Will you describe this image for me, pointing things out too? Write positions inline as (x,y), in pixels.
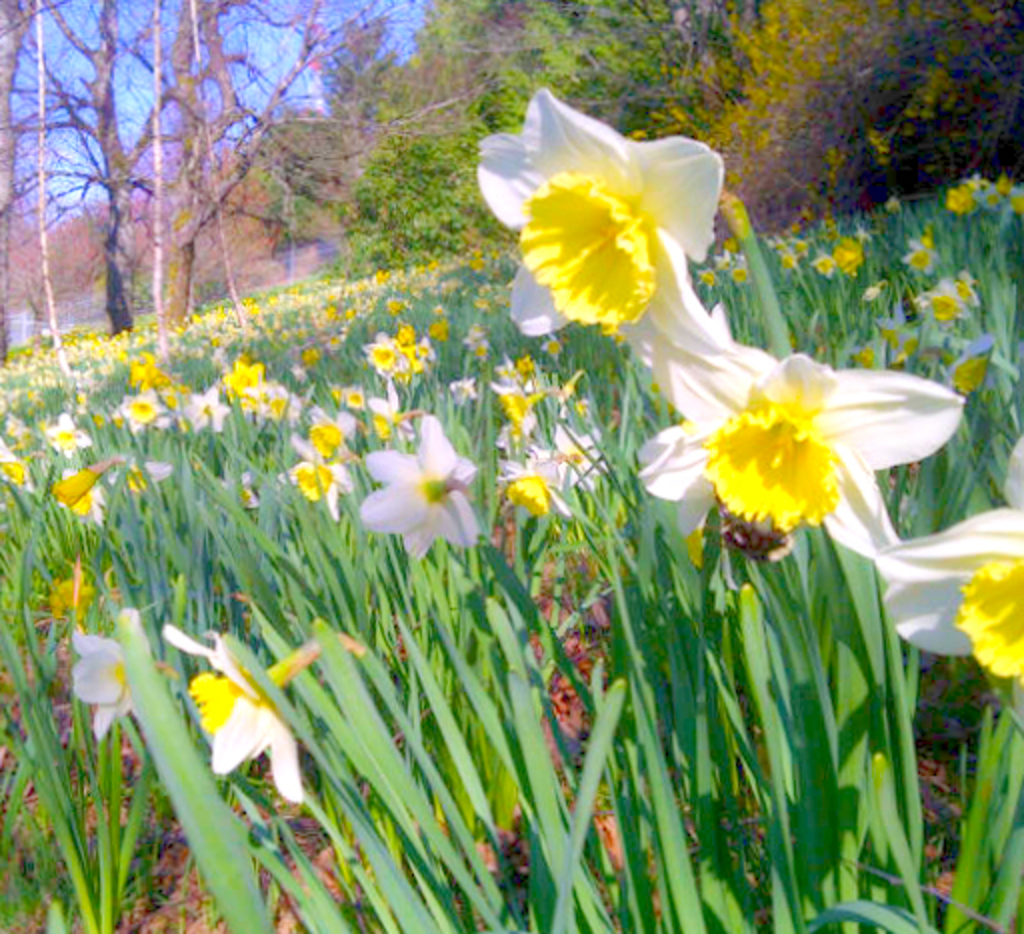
In this image we can see plants (262,455) with flowers (740,490). In the background of the image (421,186) there are trees (399,73).
